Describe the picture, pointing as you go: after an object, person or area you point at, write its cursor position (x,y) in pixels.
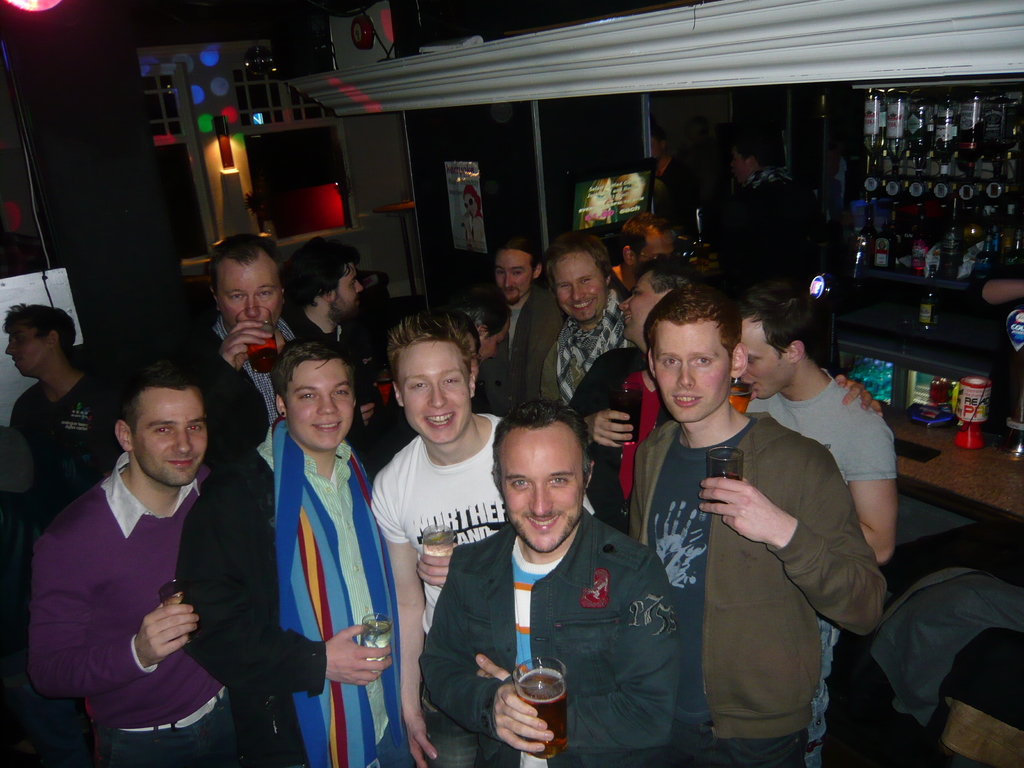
This image is taken inside a bar. In the middle of the image (447,474) there are few people (236,362) standing and holding a glass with drink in it in their hands (370,669). In the right side of the image (838,278) there is a bar deck (999,463) with many bottles (874,154) in it. In the background (389,85) there is a wall (80,108) and there are few lights (263,123).
